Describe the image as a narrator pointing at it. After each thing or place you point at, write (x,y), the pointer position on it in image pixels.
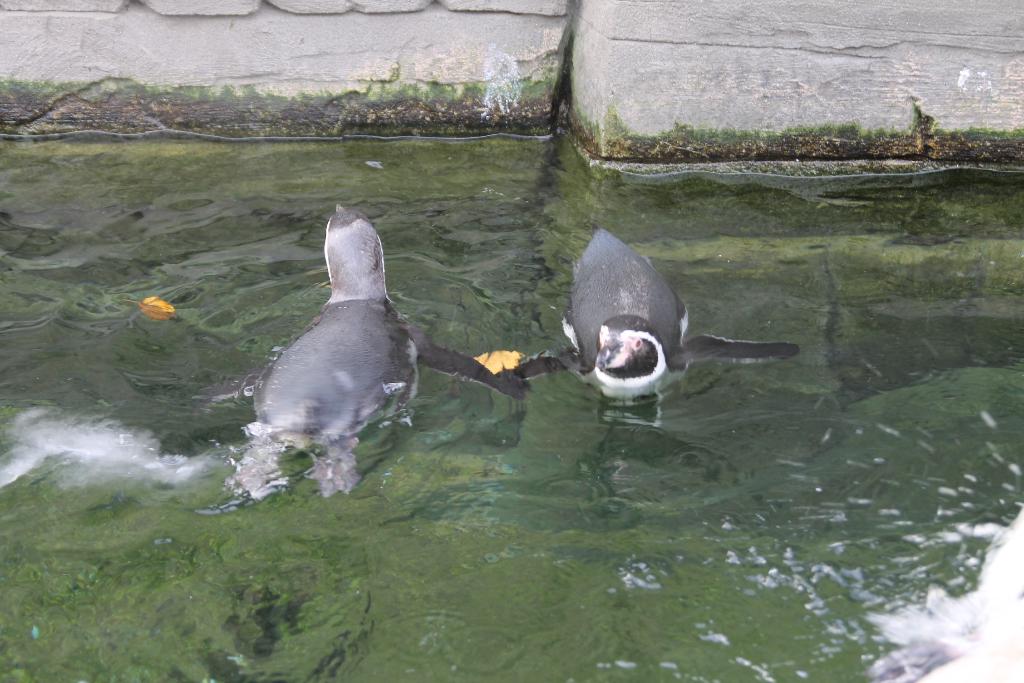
At the center of the image (361,274) there are two penguins (651,374) in the water (451,523). In the background (655,115) there is a wall (737,156).
